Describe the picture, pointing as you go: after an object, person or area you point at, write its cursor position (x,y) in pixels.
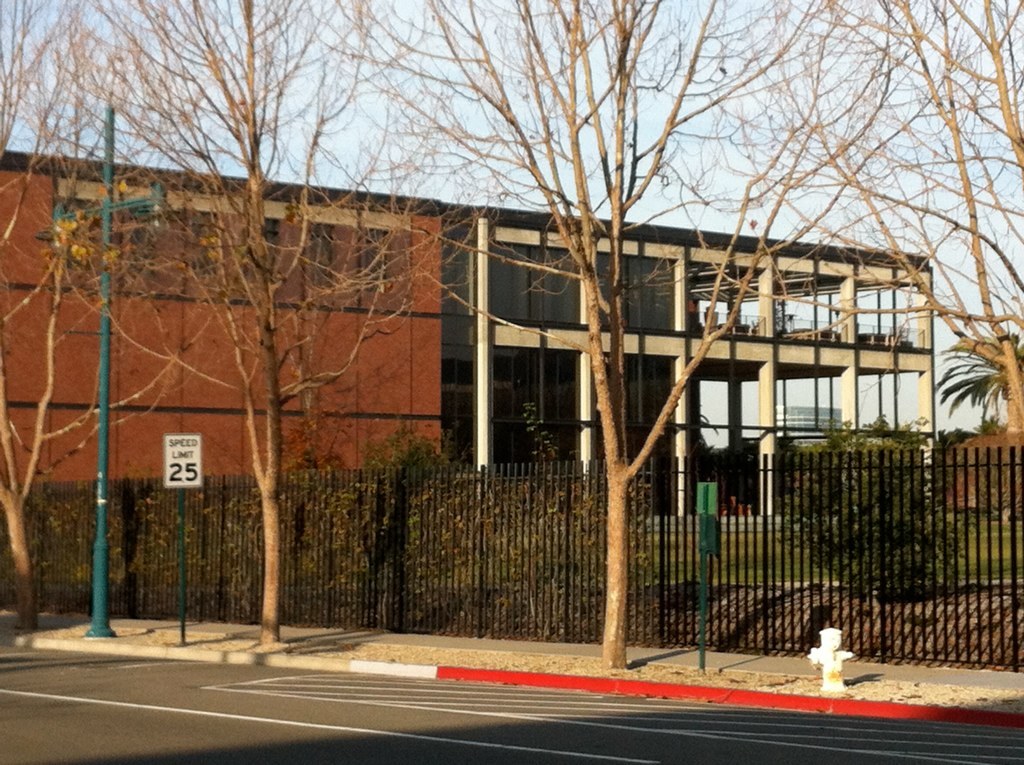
In the image in the center (611,407) we can see trees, plants (158,504), grass (742,546), poles (102,401), sign board (167,439), fence (747,615), road (286,709) and water pole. In the background (557,49) we can see the sky (557,49), wall (172,303), clouds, buildings (510,297) and pillars (929,477).
